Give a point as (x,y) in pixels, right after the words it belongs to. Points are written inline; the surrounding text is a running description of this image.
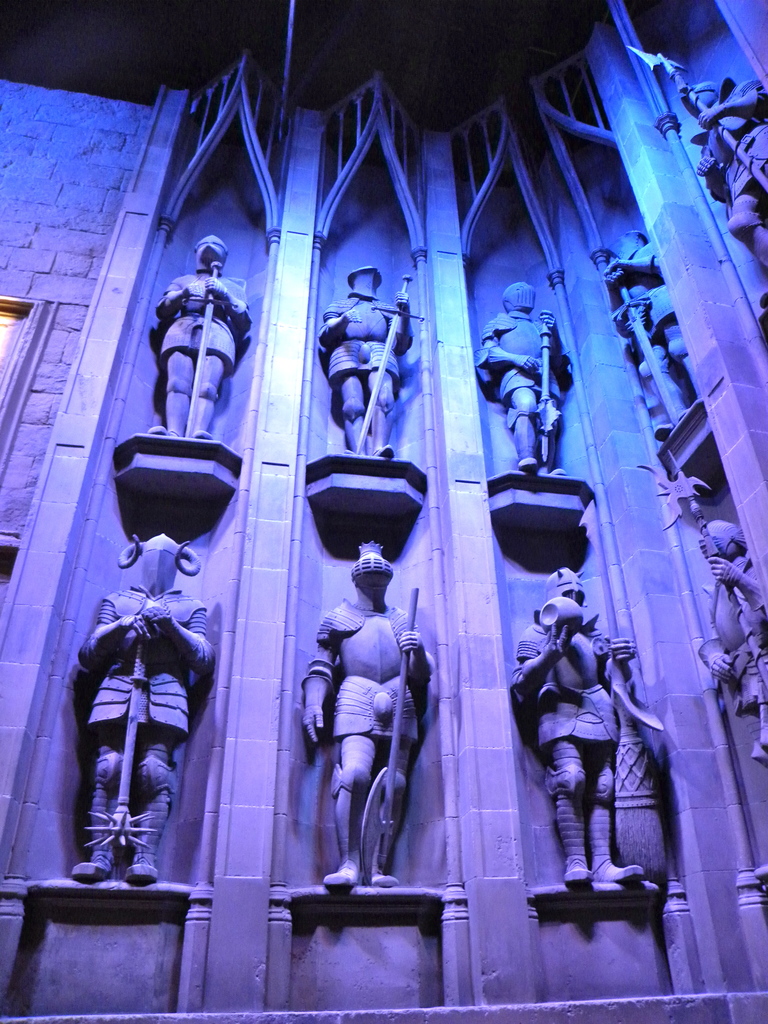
In the picture I can see statues (744,199), I can see stone wall (500,463) and I can see blue and pink color lights (721,953).
